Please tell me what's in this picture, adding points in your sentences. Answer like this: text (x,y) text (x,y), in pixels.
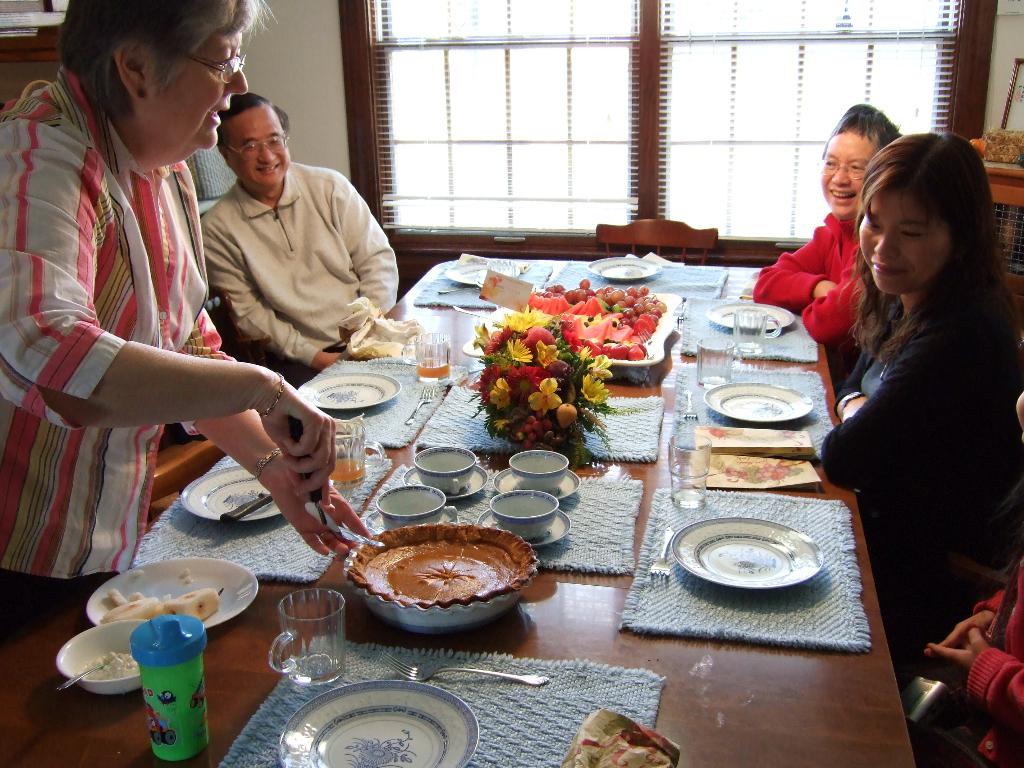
These three persons (917,362) are sitting on chairs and smiling. In-front of them there is a table (236,622), on this table (246,659) there is a plate (217,618), bowl (98,659), cups (148,639), glasses (701,477), plant (588,389), cloth (587,537) and food (461,589). This woman (108,408) is standing and holding this knife (352,529). Beside this person's (311,183) there is a window (447,144).
